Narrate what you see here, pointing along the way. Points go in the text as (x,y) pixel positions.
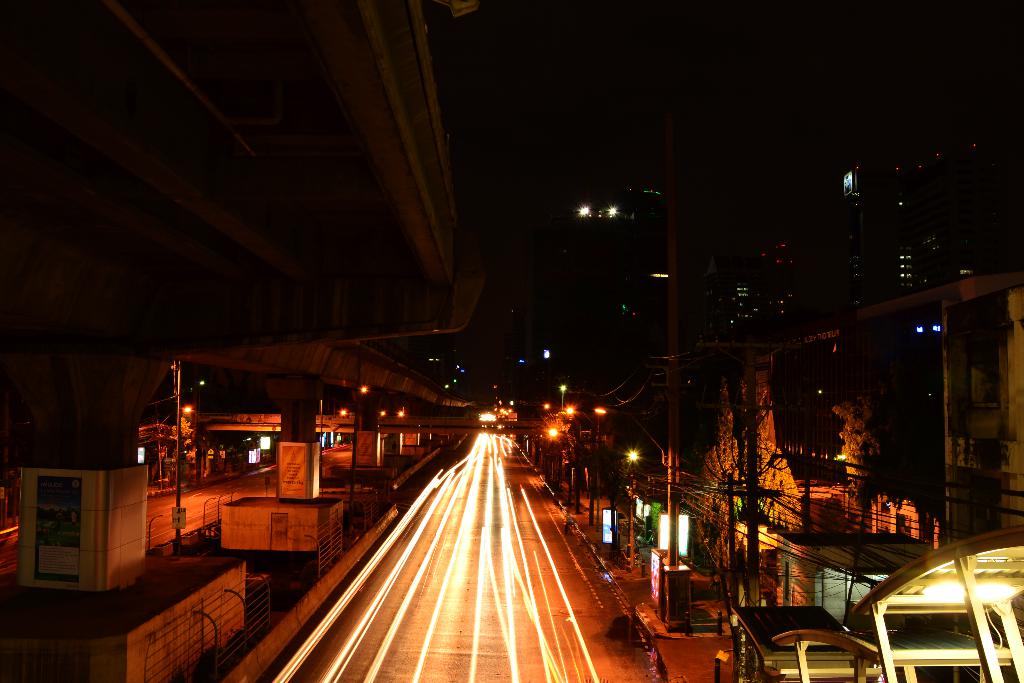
This picture is clicked in the city. At the bottom of the picture (494,589), we see the road (476,570). On the right side (796,498), we see trees (696,505), electric poles (672,415), wires (718,507) and buildings (808,572). On the left side (142,477), we see pillars (134,430), trees (175,428) and street lights (179,441). In the background (424,417), we see a bridge (521,416), street lights (550,436) and buildings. We even see vehicles (502,437) moving on the road (455,476). In the background (498,245), it is black in color. This picture is clicked in the dark.
